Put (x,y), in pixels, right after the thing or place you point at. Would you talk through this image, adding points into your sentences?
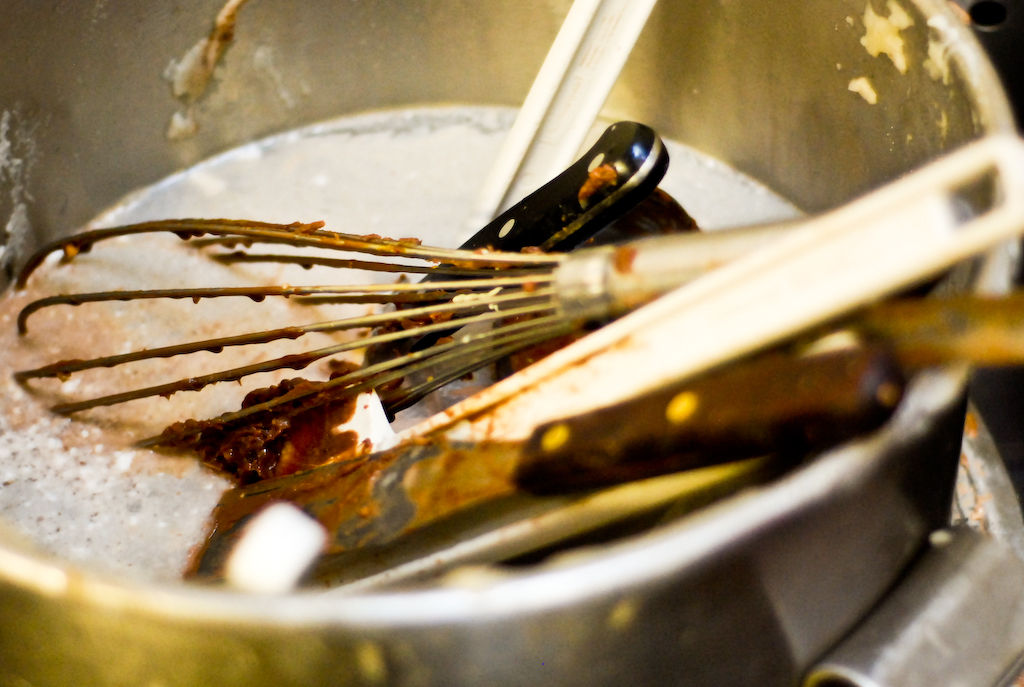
In this image I can see a bowl (633,578) in which a knife (560,210) and few spoons (366,261) are placed.
